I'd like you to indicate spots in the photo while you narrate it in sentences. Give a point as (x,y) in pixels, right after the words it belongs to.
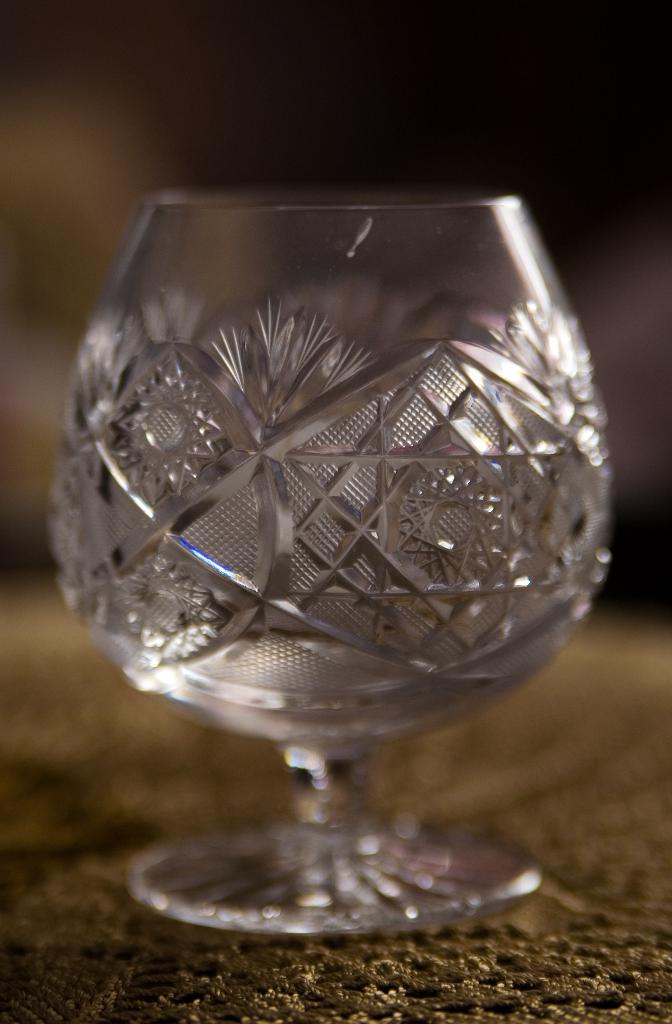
In this image I can see a glass (316,643). The background (160,83) is blurred.
